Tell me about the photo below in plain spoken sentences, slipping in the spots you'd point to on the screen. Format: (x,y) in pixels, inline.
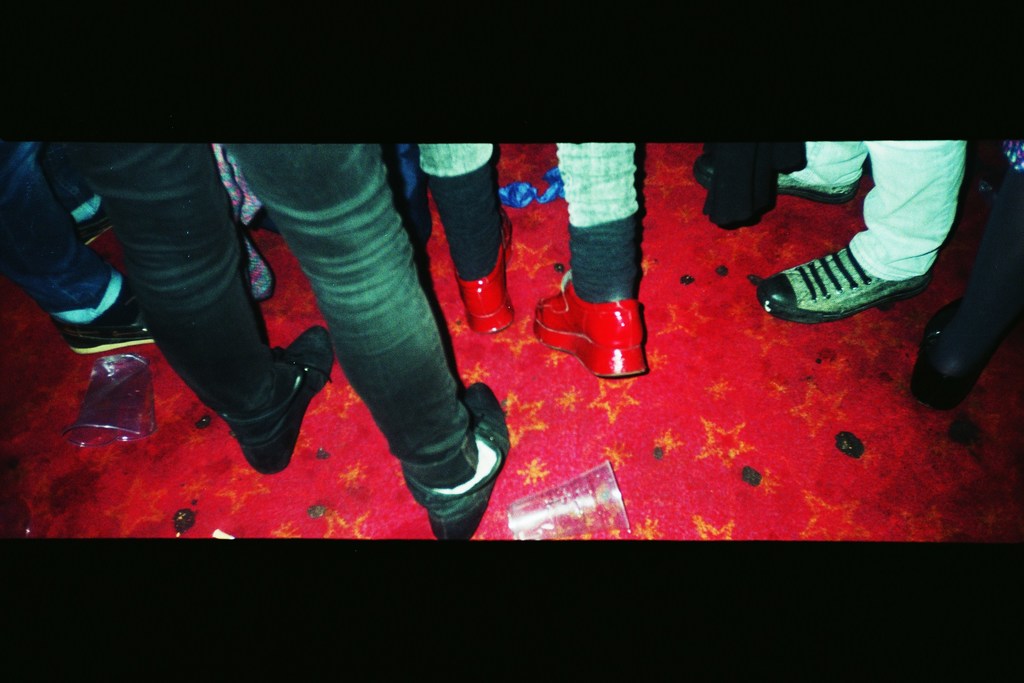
In this picture I can observe some people (462,207) standing on the floor (772,228). All of them are wearing shoes (598,324). They are standing on the red color floor (317,468). I can observe glasses (110,407) on the floor (516,481).
